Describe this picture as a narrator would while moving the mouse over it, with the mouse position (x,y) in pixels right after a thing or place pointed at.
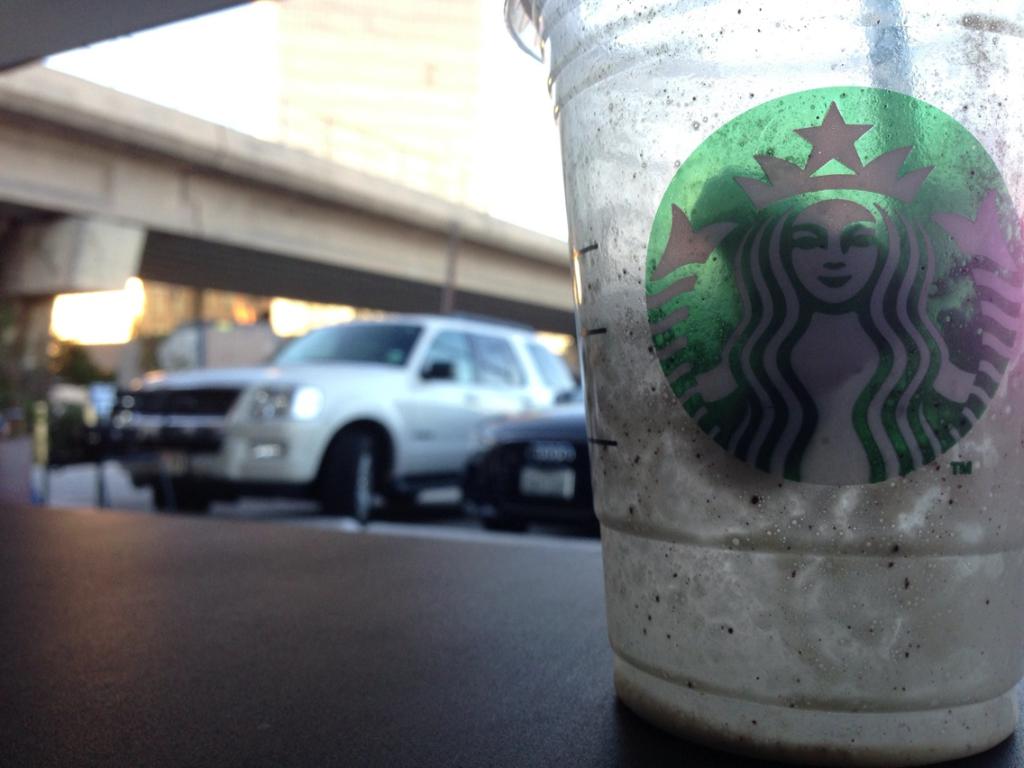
In this picture we can see a cup (695,560) on the platform (276,640). In the background of the image (377,495) it is blurry and we can see vehicles (351,356).
